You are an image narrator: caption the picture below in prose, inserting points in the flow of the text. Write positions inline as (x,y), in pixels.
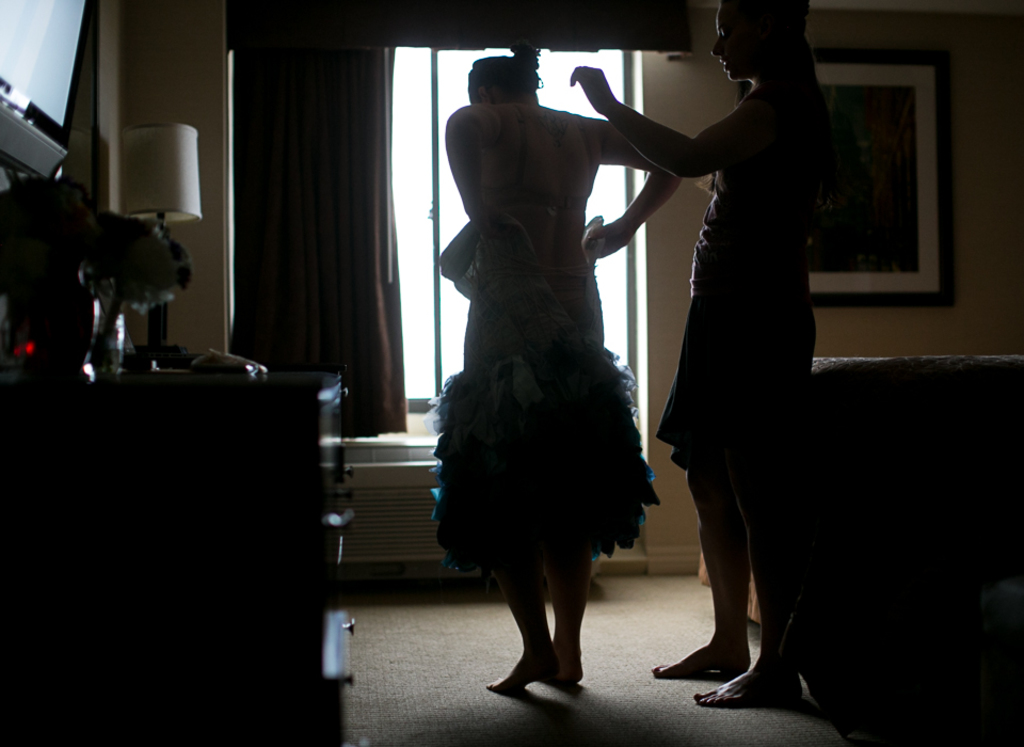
In this picture there are two women (599,304) standing and there is a sofa (939,390) in the right corner (929,417) and there is a table (262,431) which has few objects (157,270) placed on it in the left corner (211,386) and there is a photo frame (859,178) attached to the wall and there is a window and a curtain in the background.
